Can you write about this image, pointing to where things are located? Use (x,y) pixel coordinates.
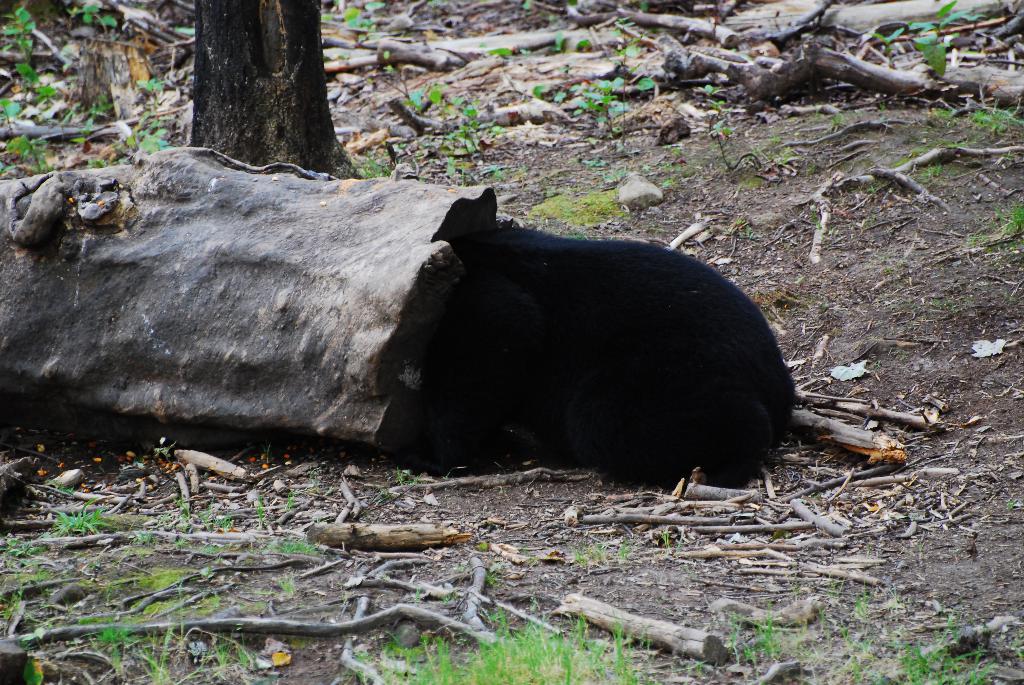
In this image I can see grass (461,684) and number of sticks (532,115) on ground (1000,501). I can also see black colour thing (748,354) over here.
